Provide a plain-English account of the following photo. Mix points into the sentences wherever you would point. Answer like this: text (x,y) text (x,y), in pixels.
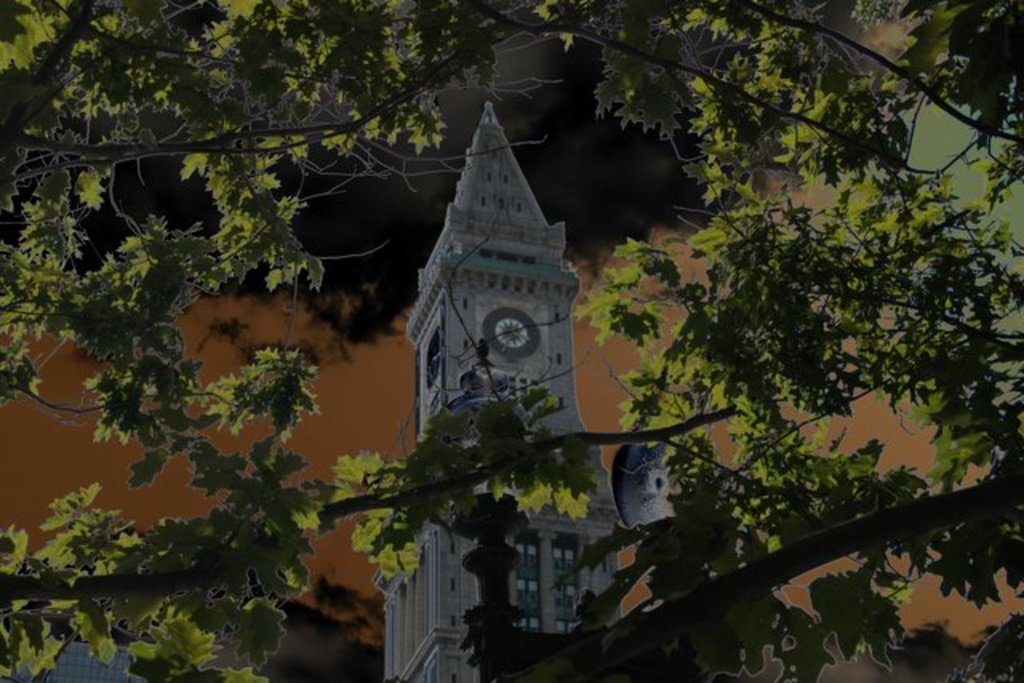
In the picture we can see a clock tower (496,432) with a clock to it, near it we can see a tree (130,403).
